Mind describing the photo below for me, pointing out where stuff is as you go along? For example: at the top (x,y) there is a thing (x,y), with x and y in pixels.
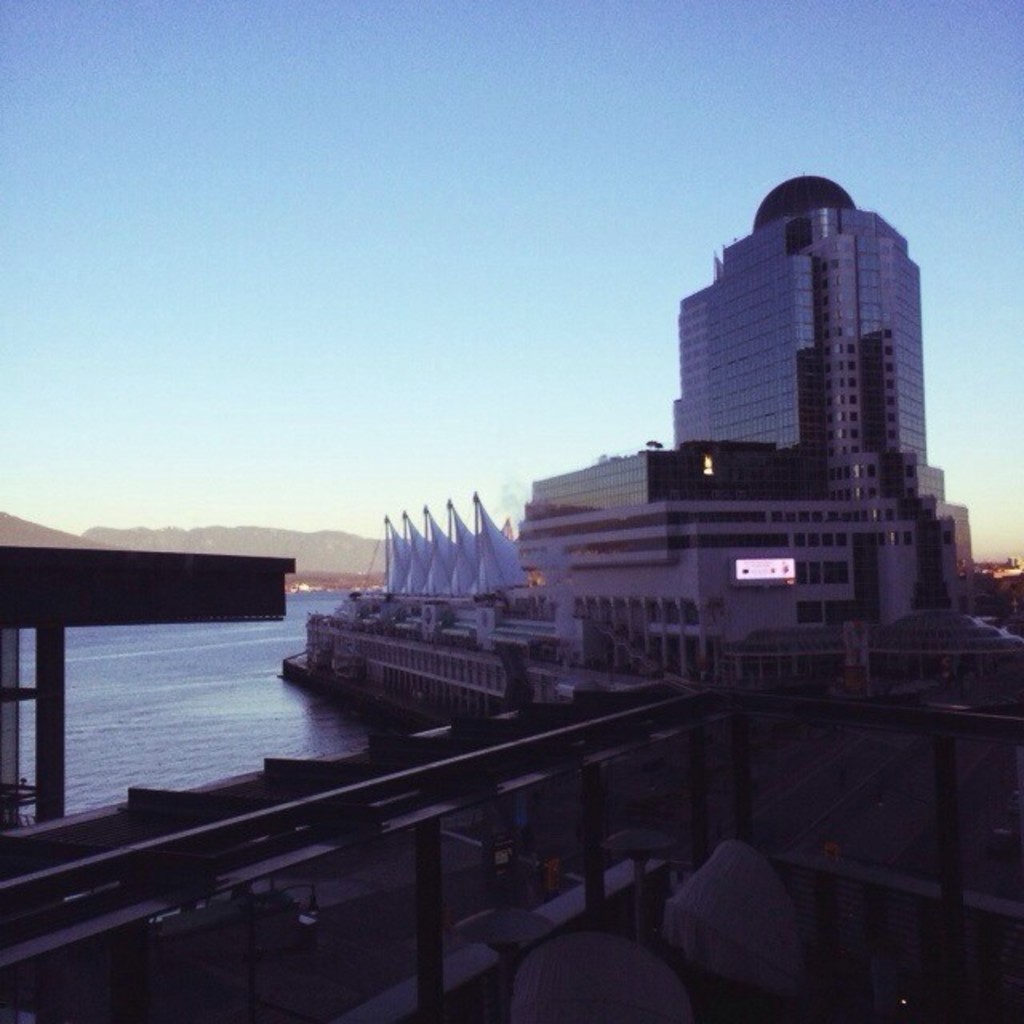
In this image I can see the building (384,639) on the water (185,701). In the background (810,530) I can see few buildings (687,613) and the sky (368,309) is in blue and white color.
